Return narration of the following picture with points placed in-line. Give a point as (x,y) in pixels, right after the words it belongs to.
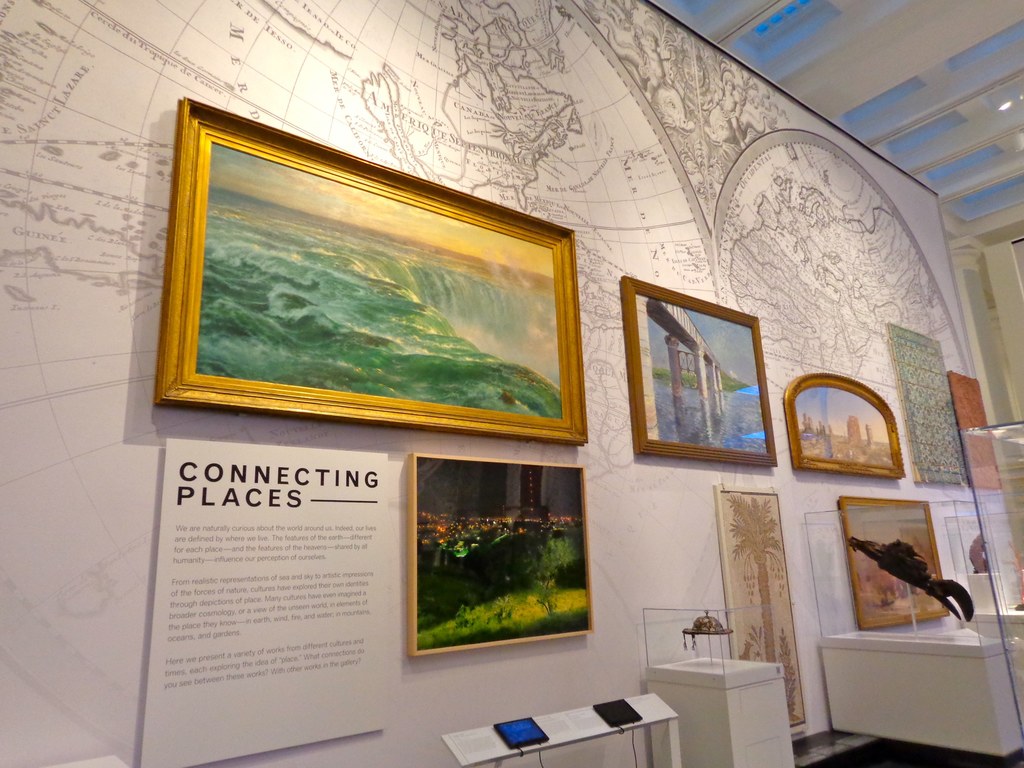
In this image there is a wall (324,130) on which there are photo frames (646,401). In front of them there are some vintage monuments (879,558) kept in the glass boxes (896,609). On the wall (758,225) there is a design (660,171) of the map (539,141). At the top (911,16) there is ceiling (878,67).
